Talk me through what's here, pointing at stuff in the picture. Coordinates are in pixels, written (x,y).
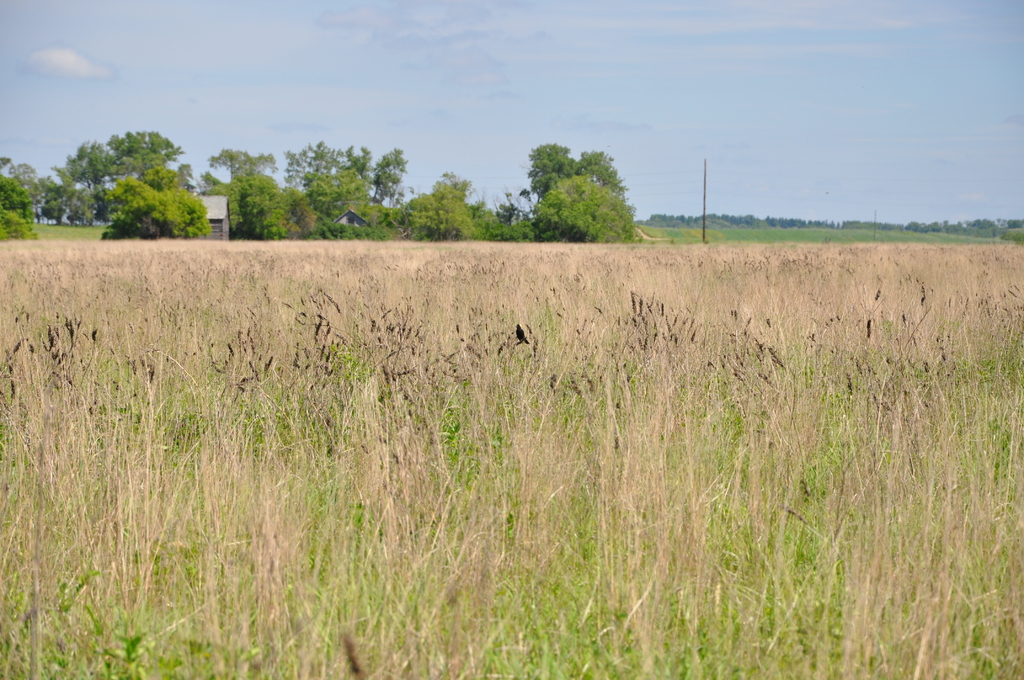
In This image in the foreground (634,432) there are some plants (562,411) and in the background (382,236) there are trees (372,186), house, pole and at the top of the image (507,84) there is sky (452,96).
